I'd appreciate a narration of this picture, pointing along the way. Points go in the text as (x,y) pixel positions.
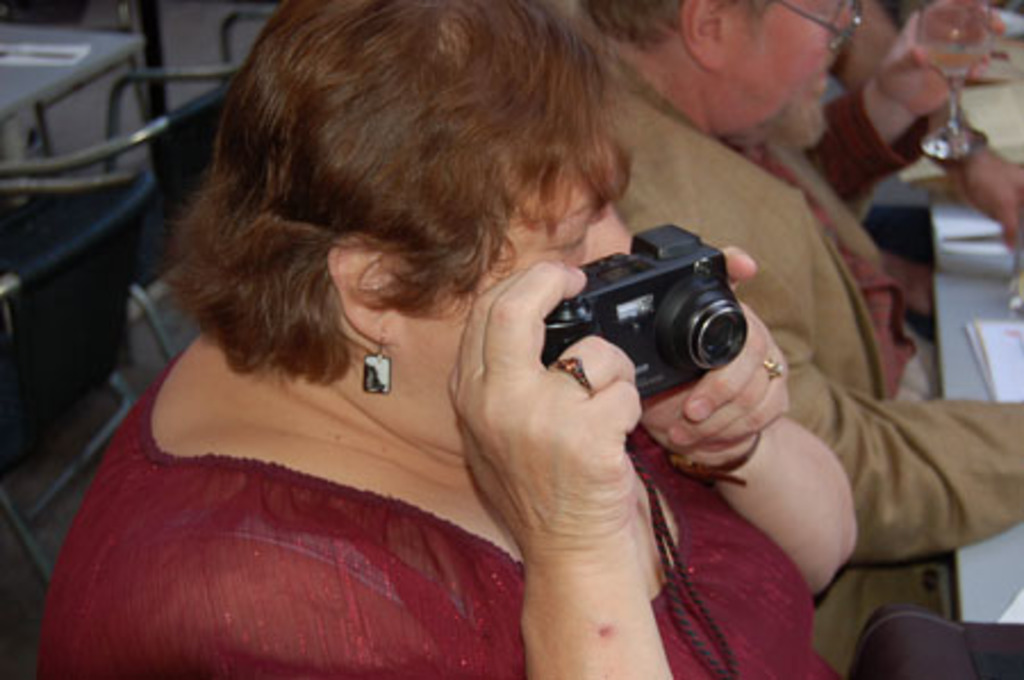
This image is taken in indoors. In this image we can see few persons (835,223) a man (792,85) and a woman (485,248). In the left side of the image (51,291) we can see an empty chairs (84,189) and a table (64,84). In the right side of the image (938,288) we can see a table (1004,545) which has papers (1011,330) on it. In the middle of the image (663,290) there is a woman (489,31) holding a camera (657,281) in hand (527,454).
